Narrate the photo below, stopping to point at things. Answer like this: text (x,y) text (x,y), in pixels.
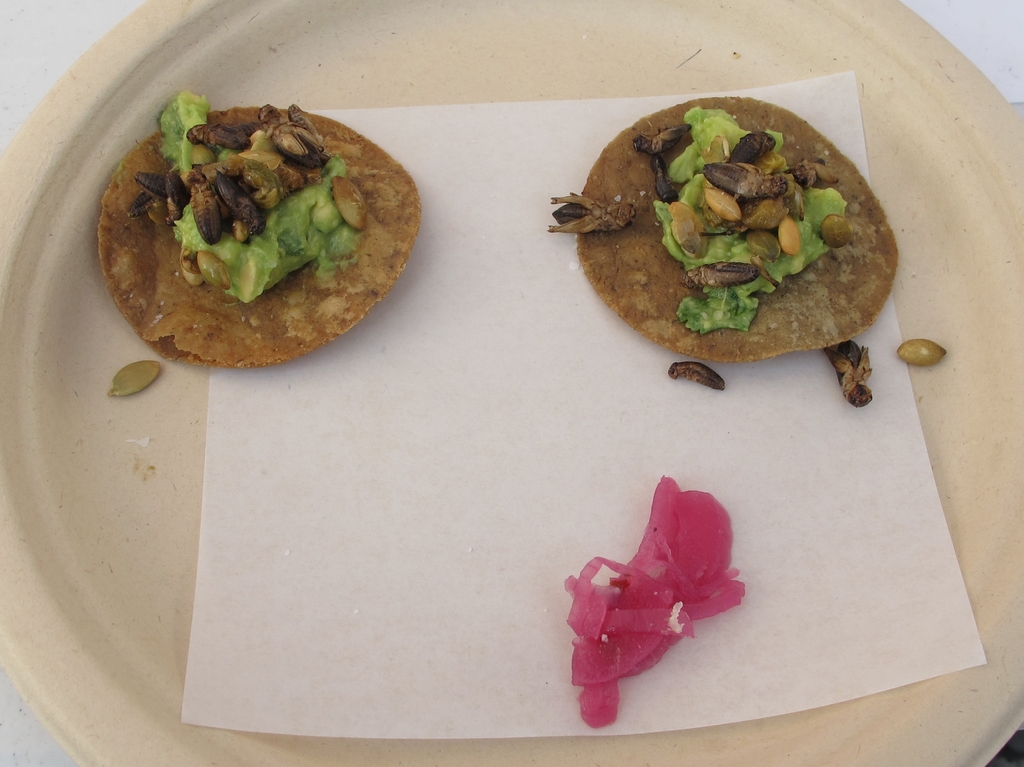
We can see plate (455,20) with food (272,236) and paper (328,667) on white surface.
